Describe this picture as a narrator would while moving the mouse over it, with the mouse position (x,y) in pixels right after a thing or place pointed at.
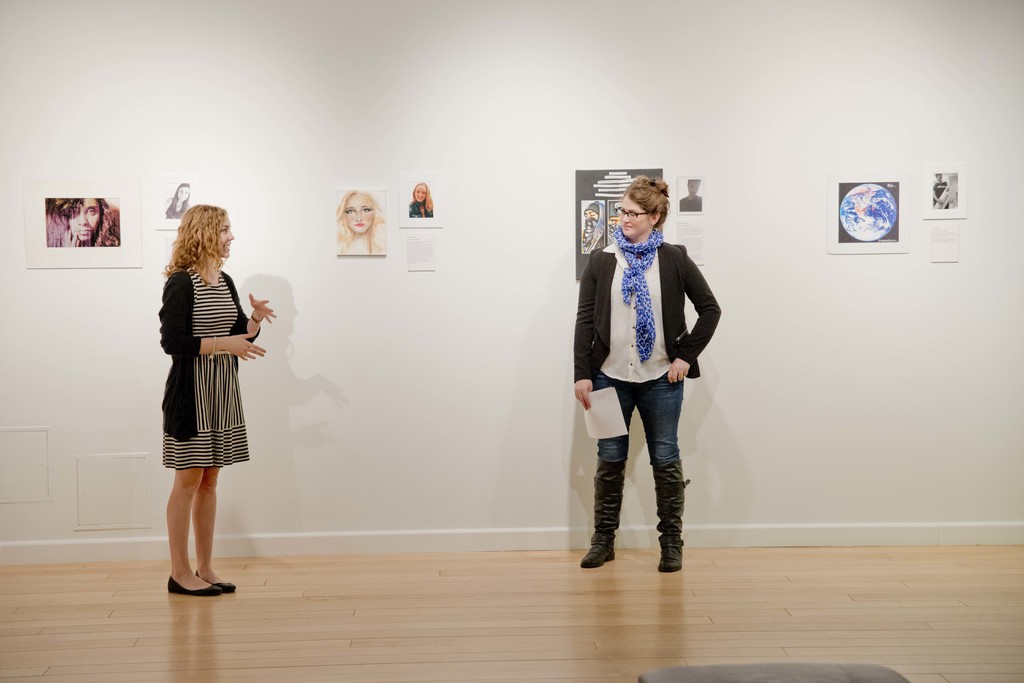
In this image there are two women (225,363) standing and talking with each other, behind them there are pictures (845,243) of few people (422,188) on the wall (376,170).
